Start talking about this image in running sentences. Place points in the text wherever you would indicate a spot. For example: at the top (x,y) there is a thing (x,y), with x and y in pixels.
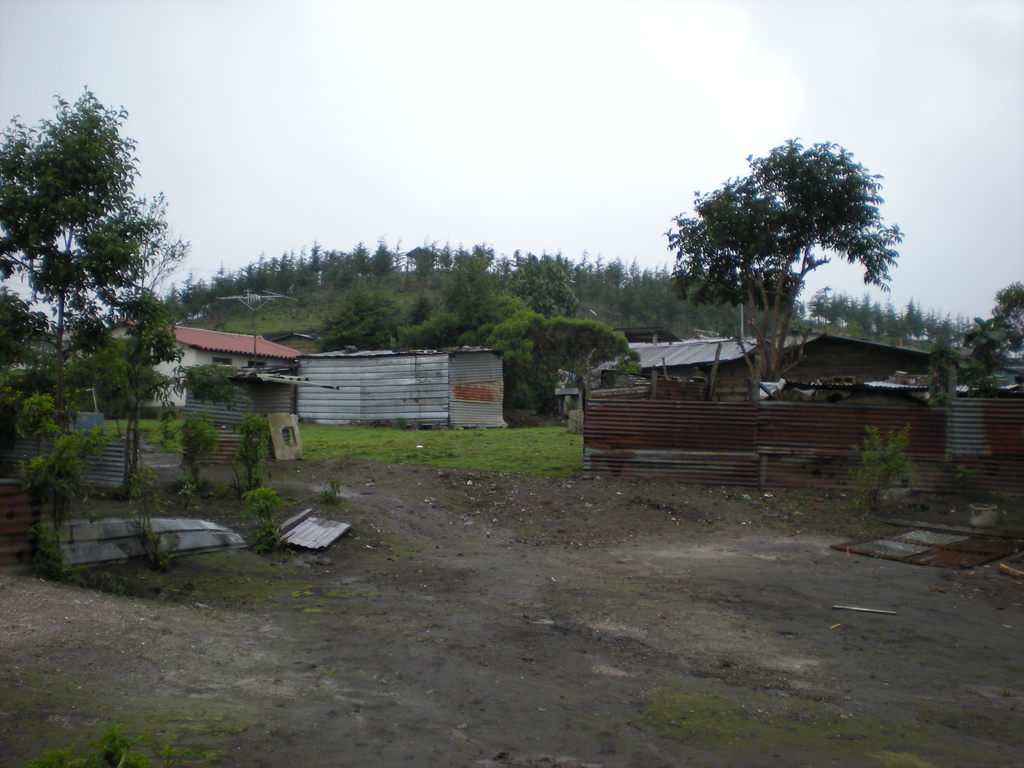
In this picture we can see the ground (336,456), houses (367,387), roof sheets (122,451), trees (910,323) and in the background (929,60) we can see the sky (486,103).
